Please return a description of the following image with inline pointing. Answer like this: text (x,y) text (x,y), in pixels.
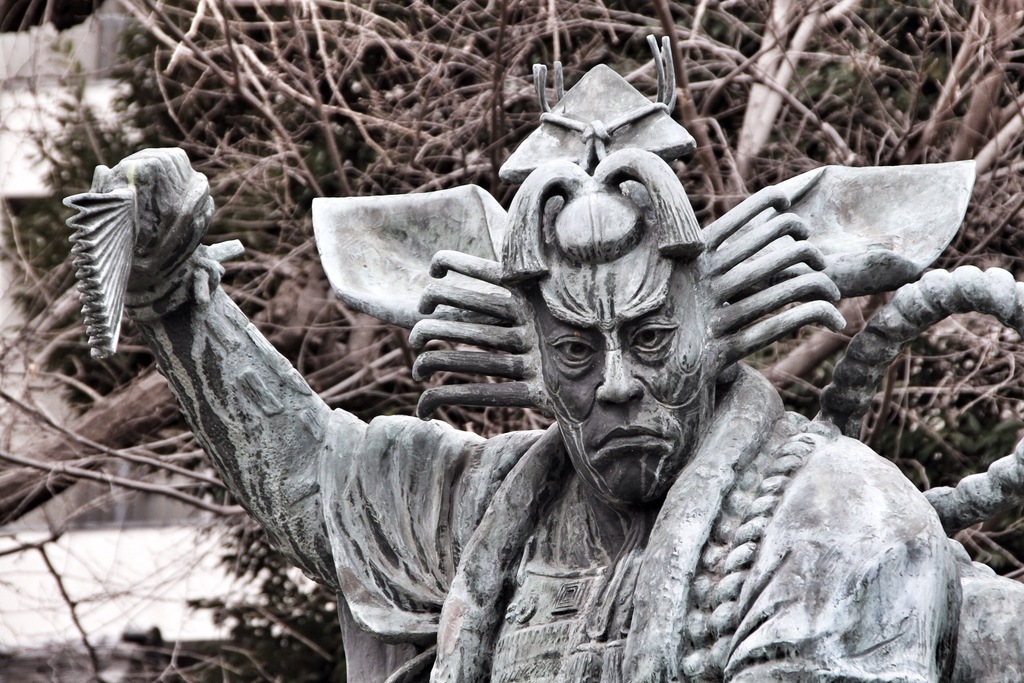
In this image there is a statue (473,523) of a person (383,463), and at the background (400,100) there are branches (334,67).
